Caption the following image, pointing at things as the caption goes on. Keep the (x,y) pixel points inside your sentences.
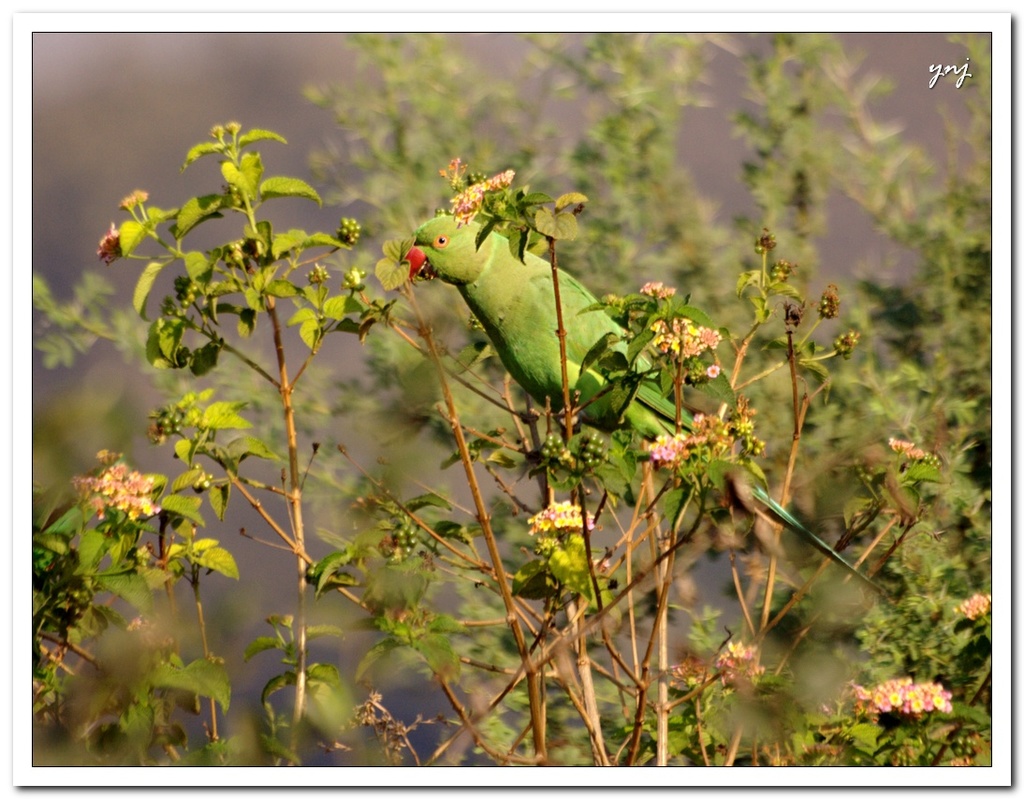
In this image we can see plants (765,641) with fruits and flowers (732,654). On that there is a parrot (516,285). In the background (497,45) it is blur. In the right top corner (953,81) there is text (935,73).
